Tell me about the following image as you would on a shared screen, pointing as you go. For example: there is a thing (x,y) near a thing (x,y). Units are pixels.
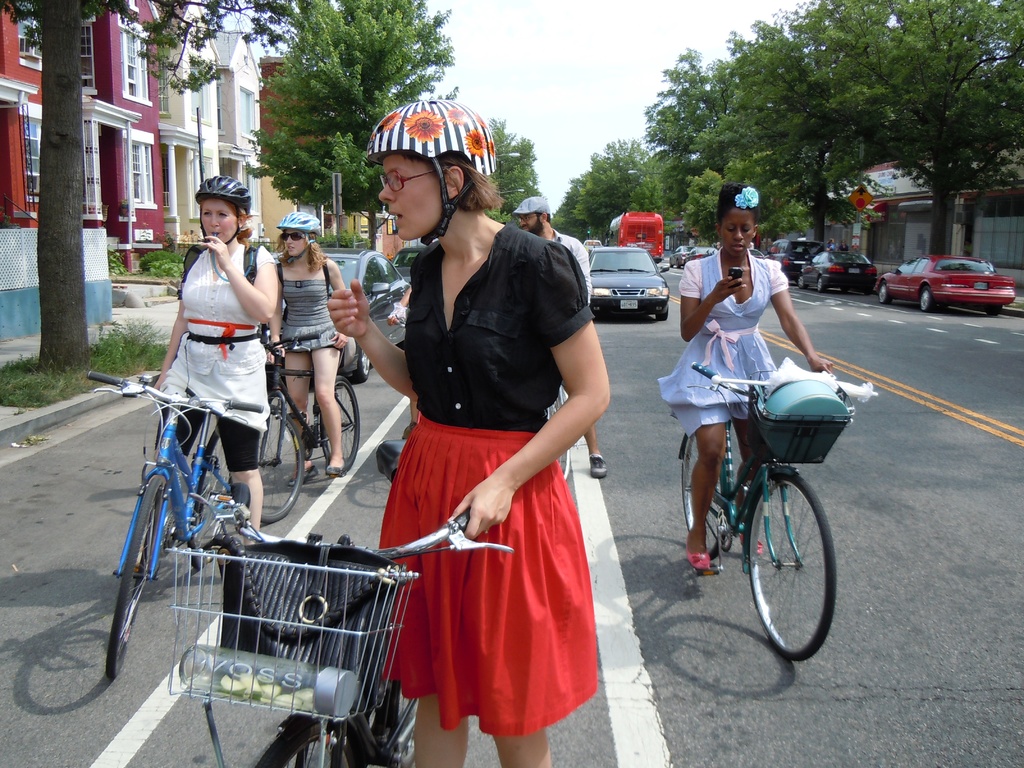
In this image, we can see few peoples (711,338) are riding a bicycles (400,578). In the middle (606,276), we can see few vehicles (595,293) on the road (672,278). Few are wearing a helmets (244,196) on his head (415,211). The back side we can see some building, trees (667,91) and sky (635,77).
